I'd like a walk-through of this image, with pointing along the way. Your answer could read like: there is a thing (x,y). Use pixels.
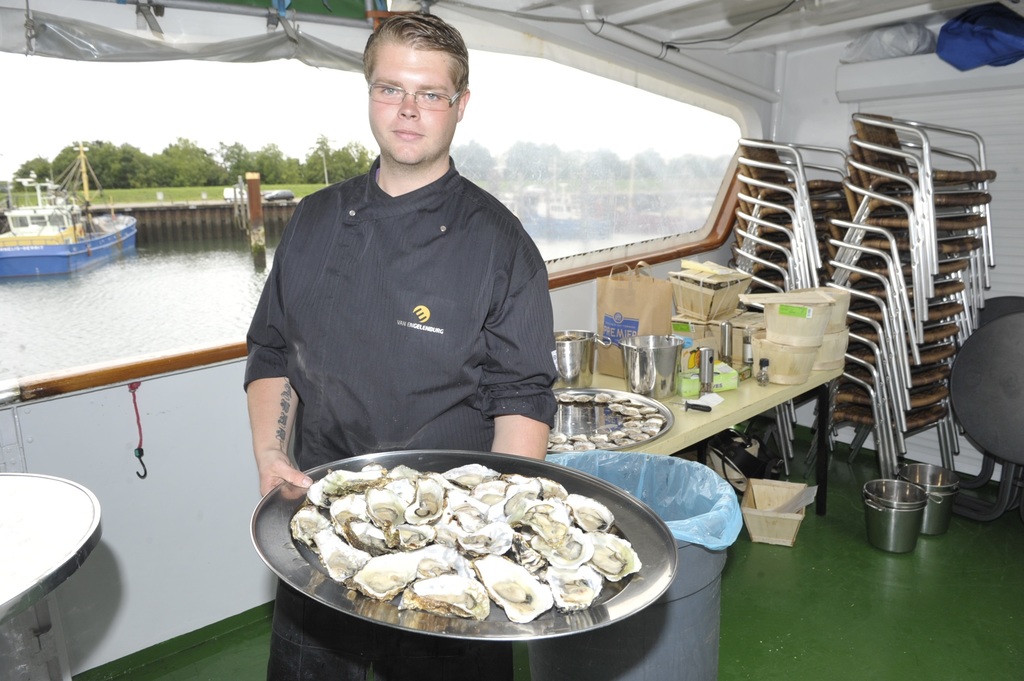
In this picture I can see a man (475,379) holding some food (471,546) in the tray (520,629) and I can see a dustbin (641,622) and few vessels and a paper bag (622,324) and food (600,398) in another plate (665,433) on the table (669,447) and few vessels (890,542) on the floor (841,523) and bunch of chairs (901,276) and a table (14,602) and it looks like a inner view of a boat (861,634) and I can see few boats (92,259) in the water (142,257) and trees (575,153) and a cloudy sky (178,92).
